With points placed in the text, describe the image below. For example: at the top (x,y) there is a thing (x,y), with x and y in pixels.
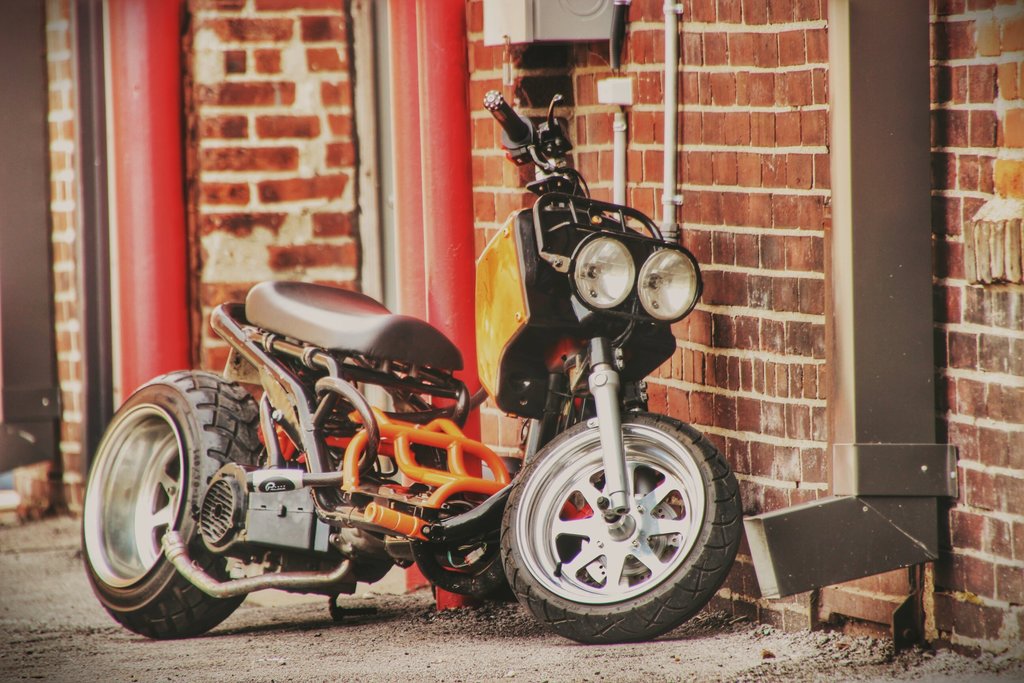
In this picture there is a motorbike (328,466). At the back (623,82) there is a building (971,512) and there are pipes (842,195) on the wall (962,501). At the bottom (447,630) there is a land (451,667).
